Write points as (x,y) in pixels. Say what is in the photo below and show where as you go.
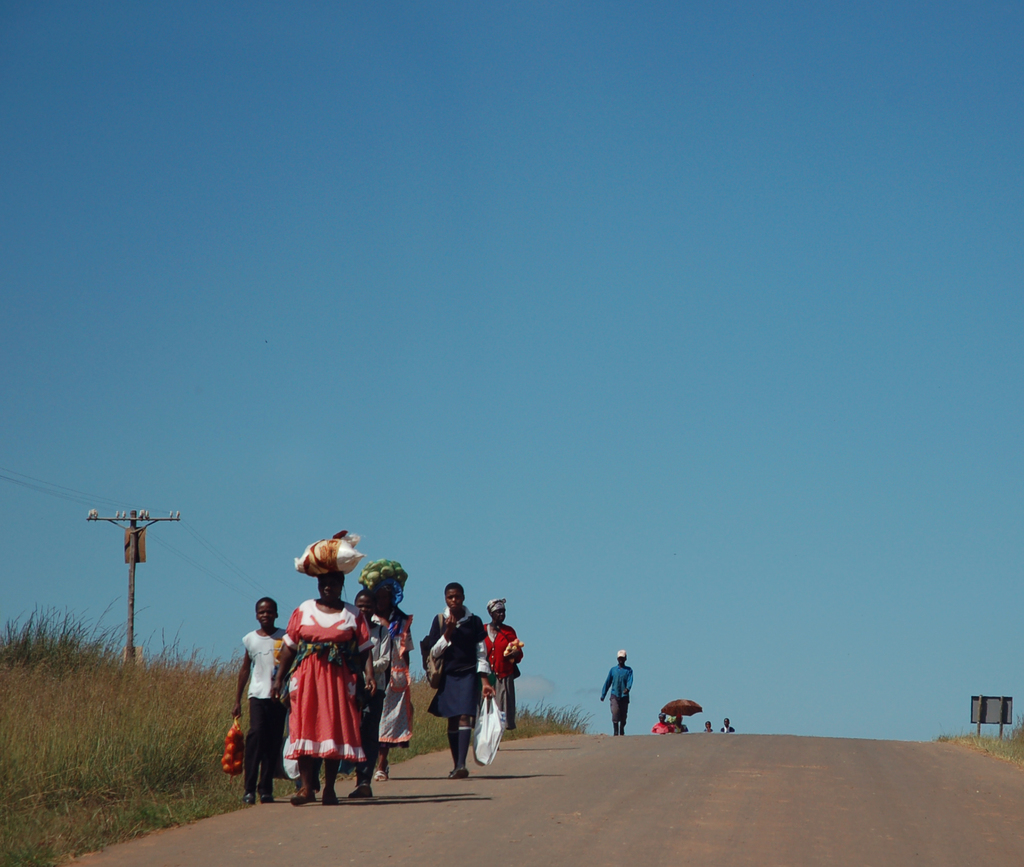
In this picture there are few persons (393,611) standing and holding few objects (439,655) in their hands (367,677) and there is green grass (220,698) beside them and there are few other persons (673,716) in the background (661,729) and the sky (780,695) is in blue color.
